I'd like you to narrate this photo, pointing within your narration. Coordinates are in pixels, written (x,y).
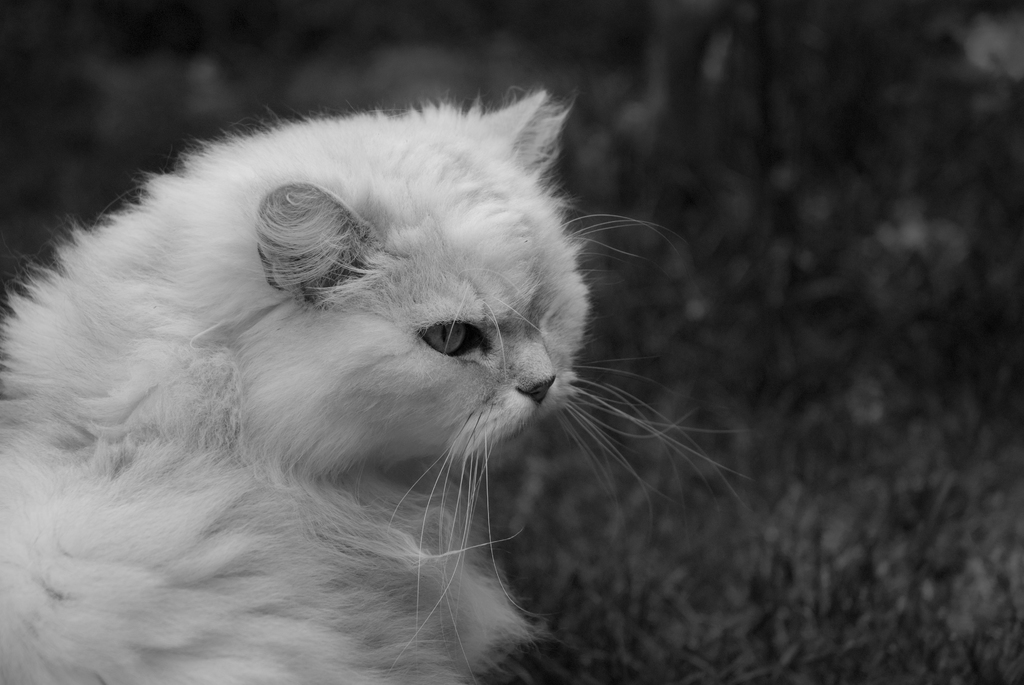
In front of the picture, we see a white cat (415,404) and it is looking at something. In the background (737,306), it is grey in color. This might be a black and white image.
